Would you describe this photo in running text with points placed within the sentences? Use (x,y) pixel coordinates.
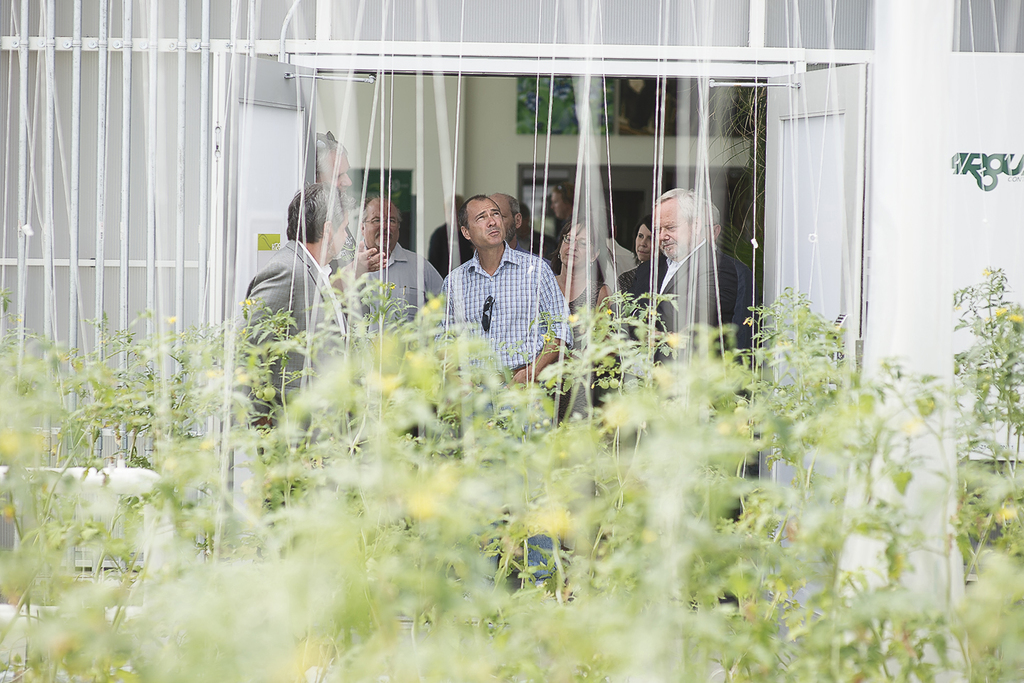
At the bottom of this image (446,504) there are few plants (564,624). In the background (533,334) there are few people (491,277) standing. On the right (927,294) and left side of the image (95,132) I can see the wall (641,37) and there are two doors (801,143). These people (318,303) are standing beside the door (260,139). In the background (526,92) there are few frames (531,119) attached to the wall (476,150).
